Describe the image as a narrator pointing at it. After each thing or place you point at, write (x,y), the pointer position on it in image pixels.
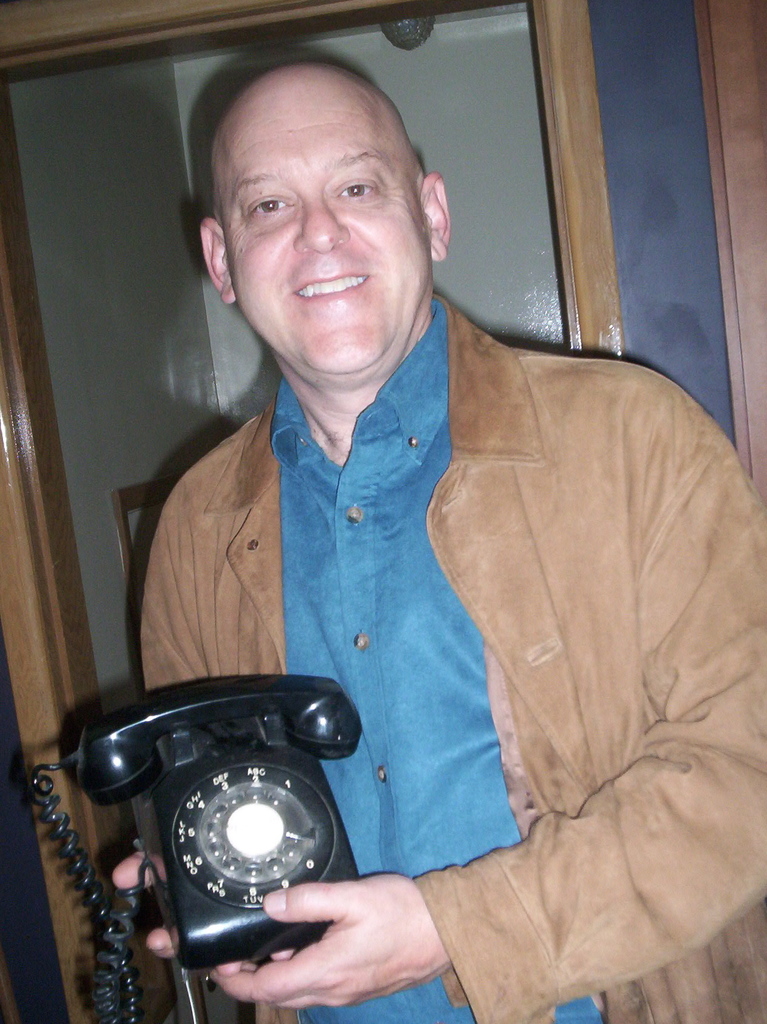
In this image, we can see a man (518,798) is holding a telephone (282,780) and watching. He is smiling. Background (445,146) we can see the wall (451,195), frame (132,524) and wooden objects (753,270).
